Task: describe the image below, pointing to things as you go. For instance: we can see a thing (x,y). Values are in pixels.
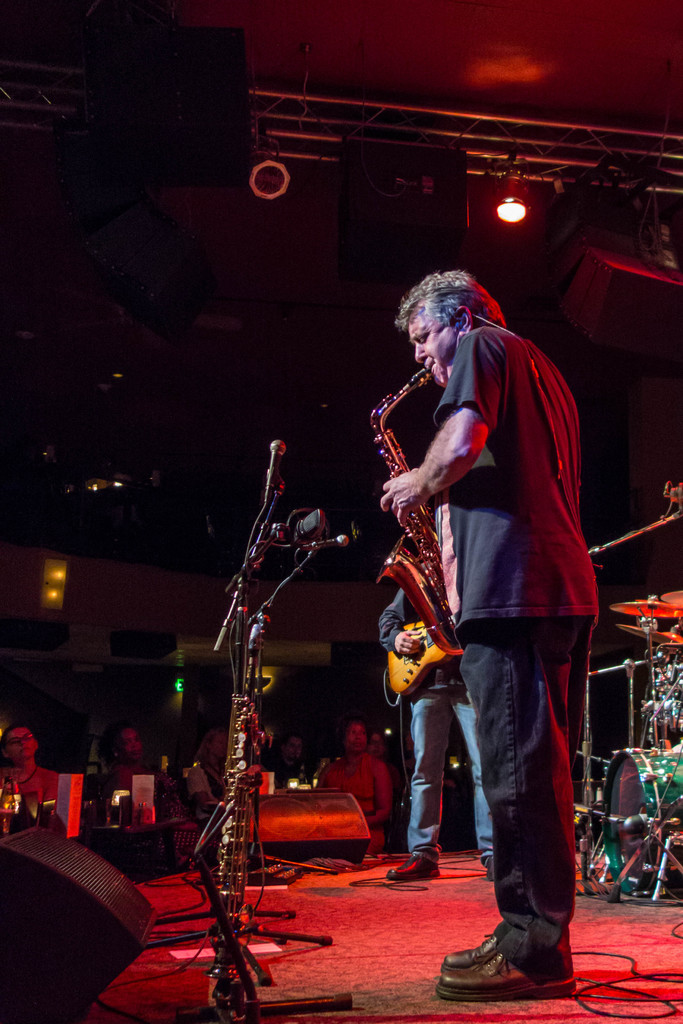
In this picture we can see a person (509,542) playing a saxophone (450,622), and a person (453,691) standing beside him is playing a guitar (395,656). These people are standing on the dais (377,947).
